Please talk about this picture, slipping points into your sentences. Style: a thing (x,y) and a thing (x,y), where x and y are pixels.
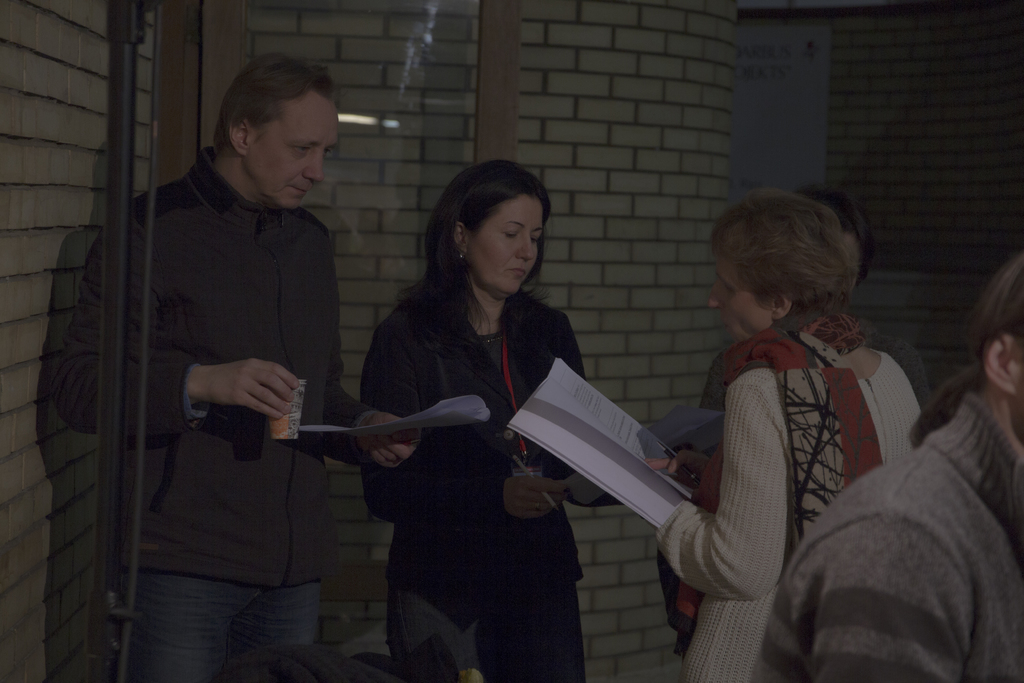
In the picture I can see people (551,367) are standing among them the man (302,327) on the left side (205,381) is holding a glass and papers (341,427) in hands (269,404). I can also see some of them are holding objects (600,482) in hands (691,455). In the background (632,153) I can see brick wall (609,155) and some other objects (128,233).
